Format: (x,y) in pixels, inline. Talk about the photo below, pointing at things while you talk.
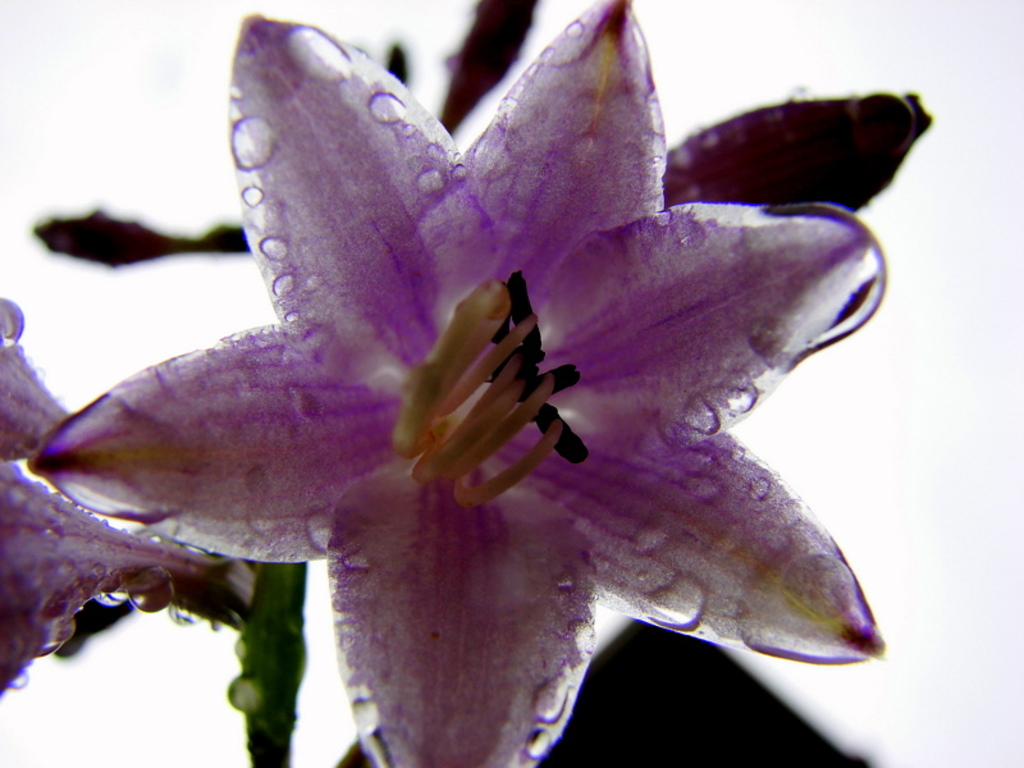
In this image we can see flower (277,514).
